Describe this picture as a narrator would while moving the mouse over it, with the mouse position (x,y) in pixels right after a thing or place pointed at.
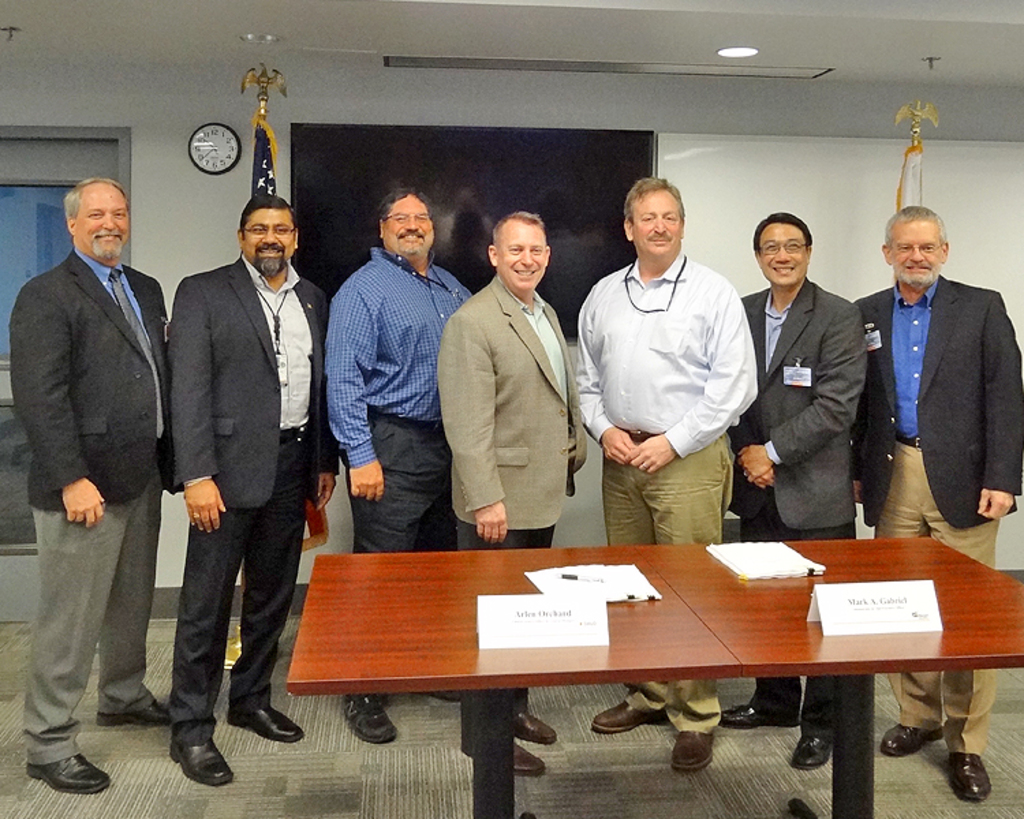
people (158,436) are standing in a room (573,382). in front of them there is a table (601,649) on which there are papers (807,572). behind them there is a screen (439,182). at the right (910,199) and left there are flags (257,158) and on the wall (191,101) there is a clock (211,159). at the left (76,143) there is a door (25,225).
